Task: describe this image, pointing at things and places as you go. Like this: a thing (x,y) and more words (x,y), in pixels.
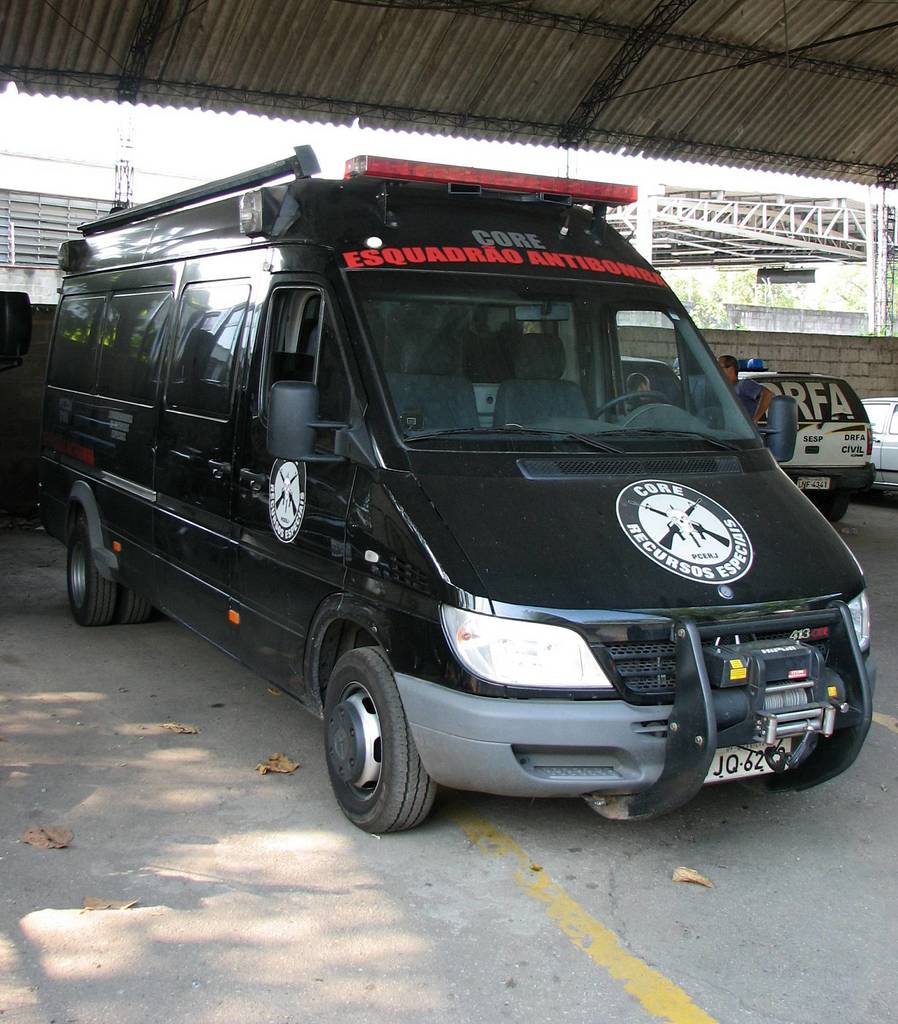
There are vehicles (649,478) and some persons (749,407) are standing in the middle of this image (384,557). We can see a shelter (367,64) at the top of this image (744,128).
